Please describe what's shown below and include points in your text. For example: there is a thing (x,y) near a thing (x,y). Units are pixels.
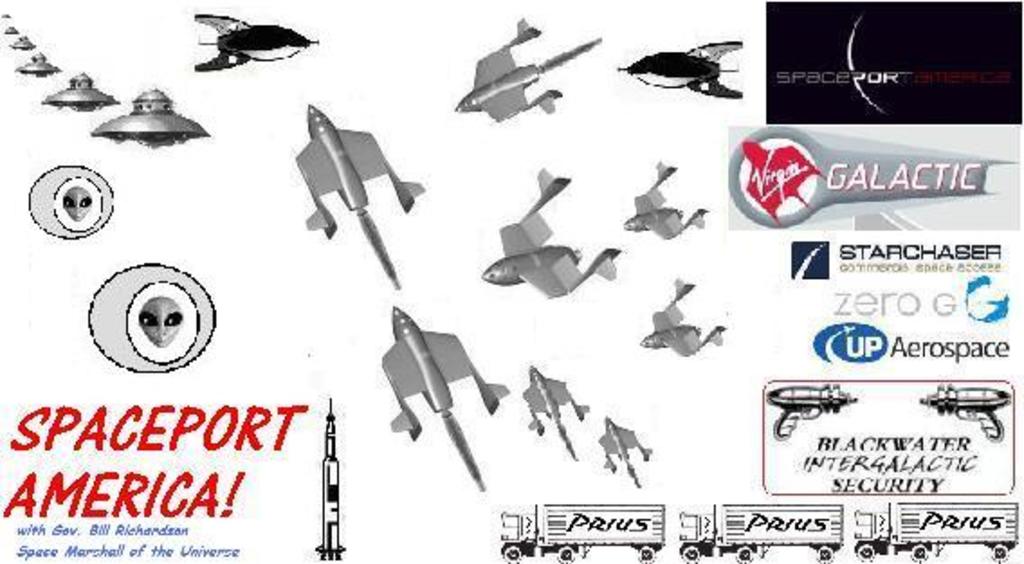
This is a poster in this image there are some instruments (697,79) and some devices (113,125), and on the right side (845,266) and left side (127,487) there is text (161,500). At the bottom (622,525) there are vehicles (637,529).
